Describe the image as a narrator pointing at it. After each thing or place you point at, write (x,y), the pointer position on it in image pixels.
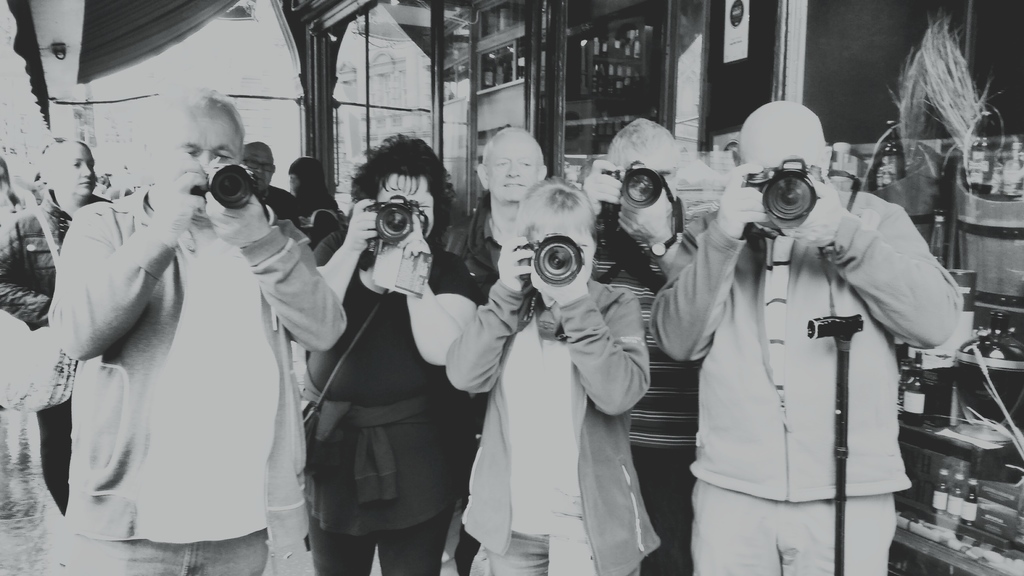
In this picture I can observe some people (340,304) standing on the land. Some of them are holding cameras (559,263) in their hands (366,221). There are men (139,210) and women (73,165) in this picture. This is a black and white image.
